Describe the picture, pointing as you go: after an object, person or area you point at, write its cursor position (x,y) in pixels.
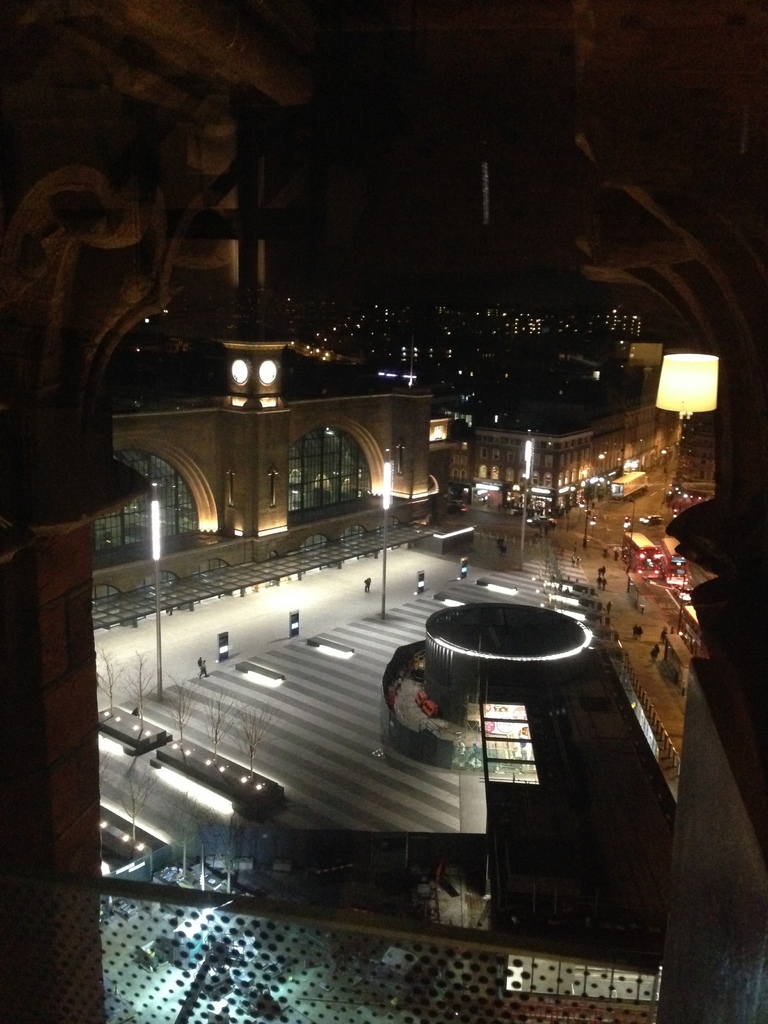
In this picture I can see buildings (308,536) and few lights (681,408) and vehicles (628,548) moving on the road (667,599) and few people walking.
